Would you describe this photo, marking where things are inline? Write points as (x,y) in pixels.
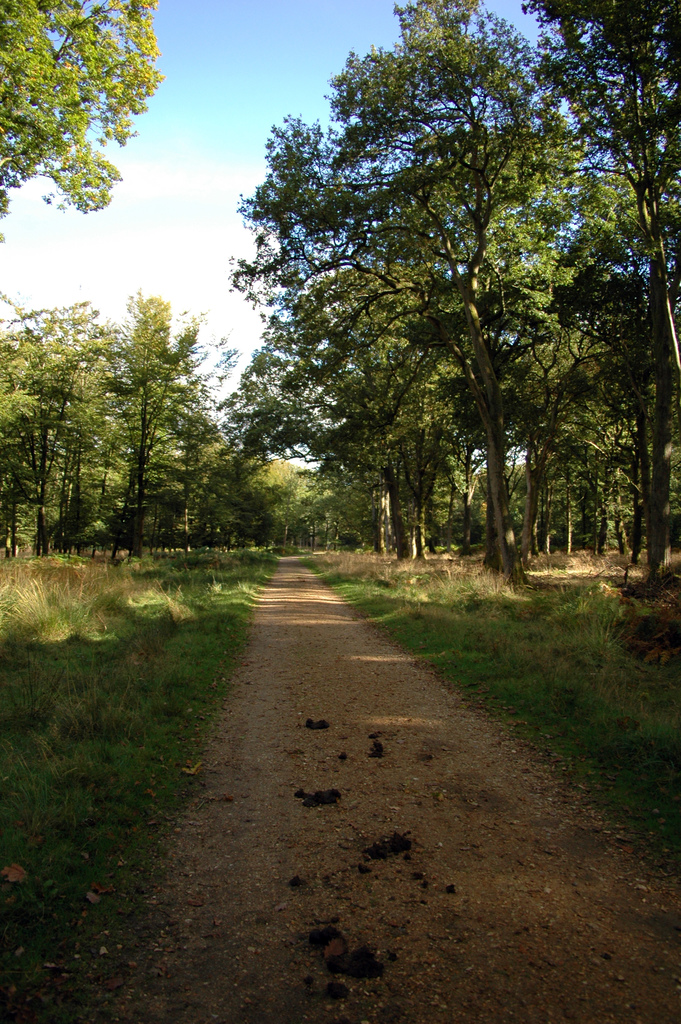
In this image there is the sky (216,116) truncated towards the top of the image (233,97), there are trees (510,254) truncated towards the right of the image (597,284), there are trees (510,80) truncated towards the top of the image (136,23), there are trees (38,430) truncated towards the left of the image (4,456), there is the grass (63,717) truncated towards the left of the image (64,720), there is the grass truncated towards the right of the image (667,764), there are objects (364,956) on the ground (330,883), the ground (364,841) is truncated towards the bottom of the image (361,977).
